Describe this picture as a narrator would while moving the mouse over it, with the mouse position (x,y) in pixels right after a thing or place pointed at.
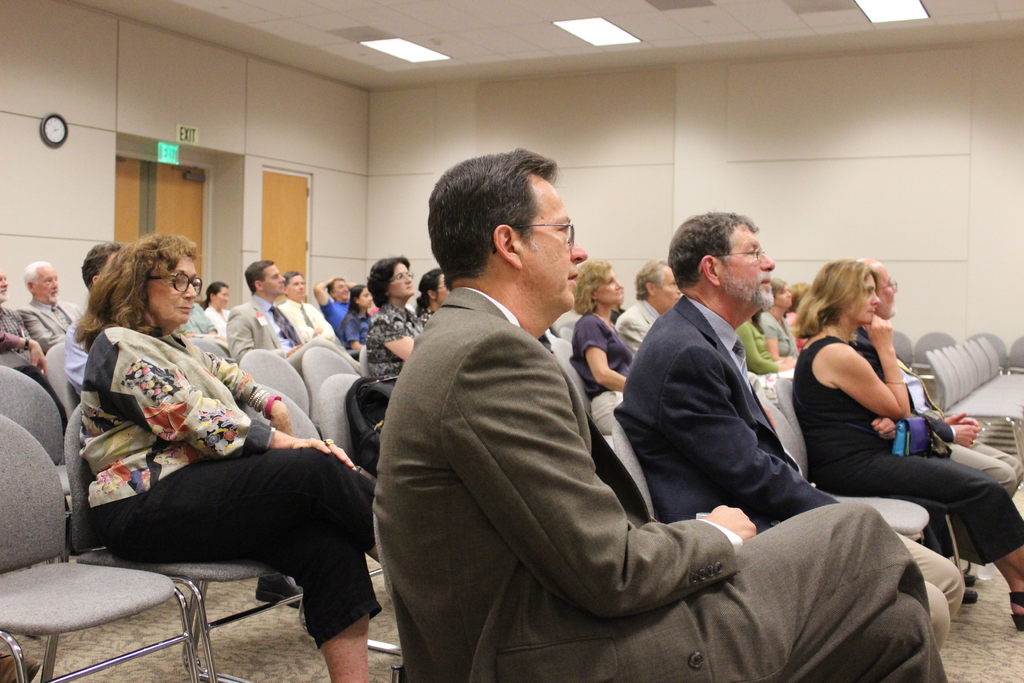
There is a group of people (554,252) who are sitting on a chair (32,464) and listening to someone's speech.
